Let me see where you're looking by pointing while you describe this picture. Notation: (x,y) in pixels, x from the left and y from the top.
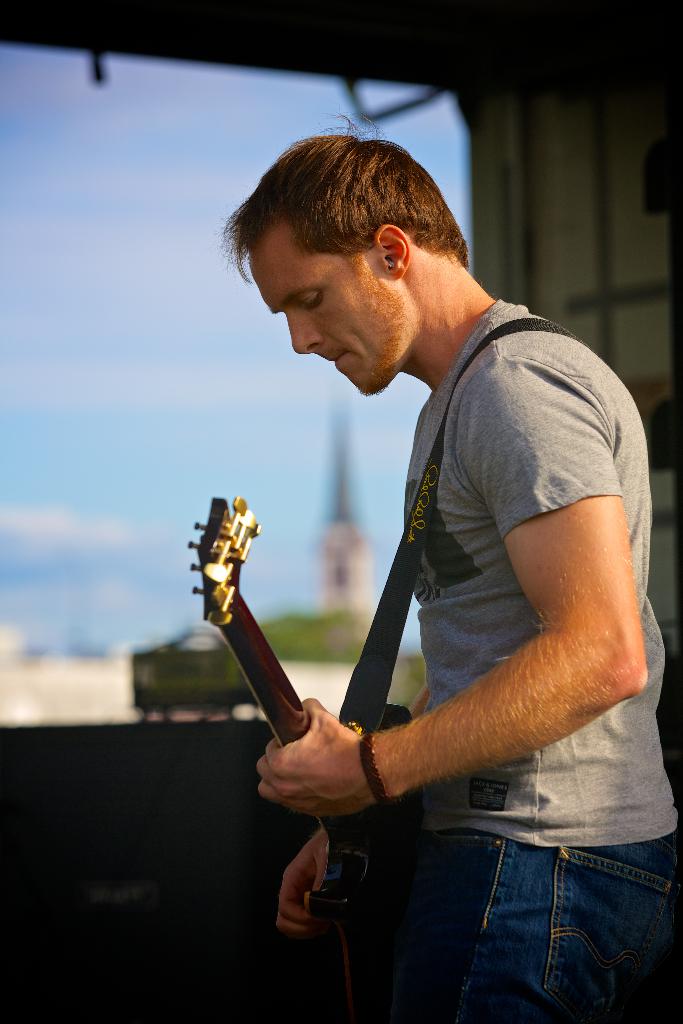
In this image there is a man (603,794) standing and playing a guitar (236,596) and the back ground (155,560) there is a plants (291,645), sky (146,517).
